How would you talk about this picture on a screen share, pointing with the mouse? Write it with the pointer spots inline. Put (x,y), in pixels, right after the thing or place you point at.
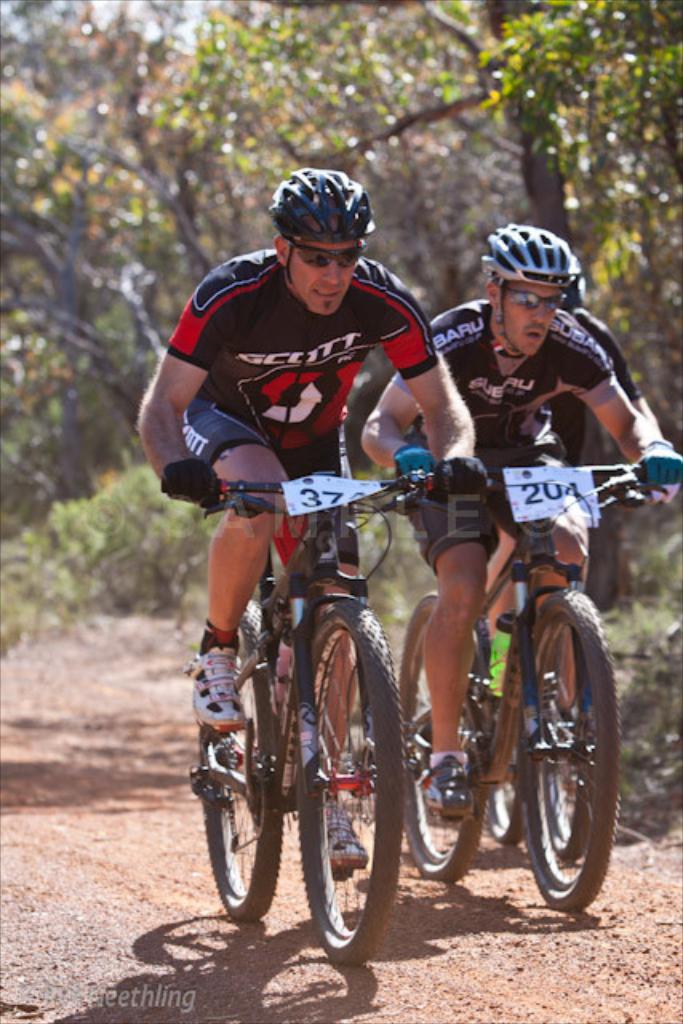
In the image there are three people (370,442) riding bikes (532,589) and there are number stickers (539,475) attached to the cycles (236,485) and behind them there are trees (447,305).
